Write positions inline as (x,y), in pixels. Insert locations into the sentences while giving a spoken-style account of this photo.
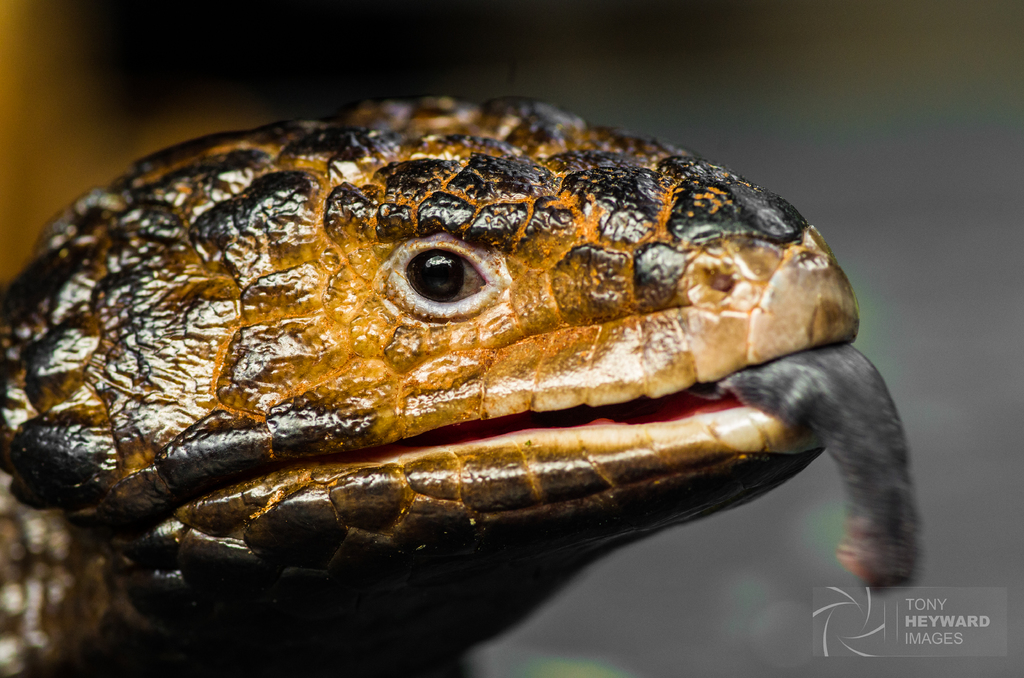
In this picture we can see a lizard (449,526), there is a blurry background (915,65), we can see some text (940,629) at the right bottom (959,627).
